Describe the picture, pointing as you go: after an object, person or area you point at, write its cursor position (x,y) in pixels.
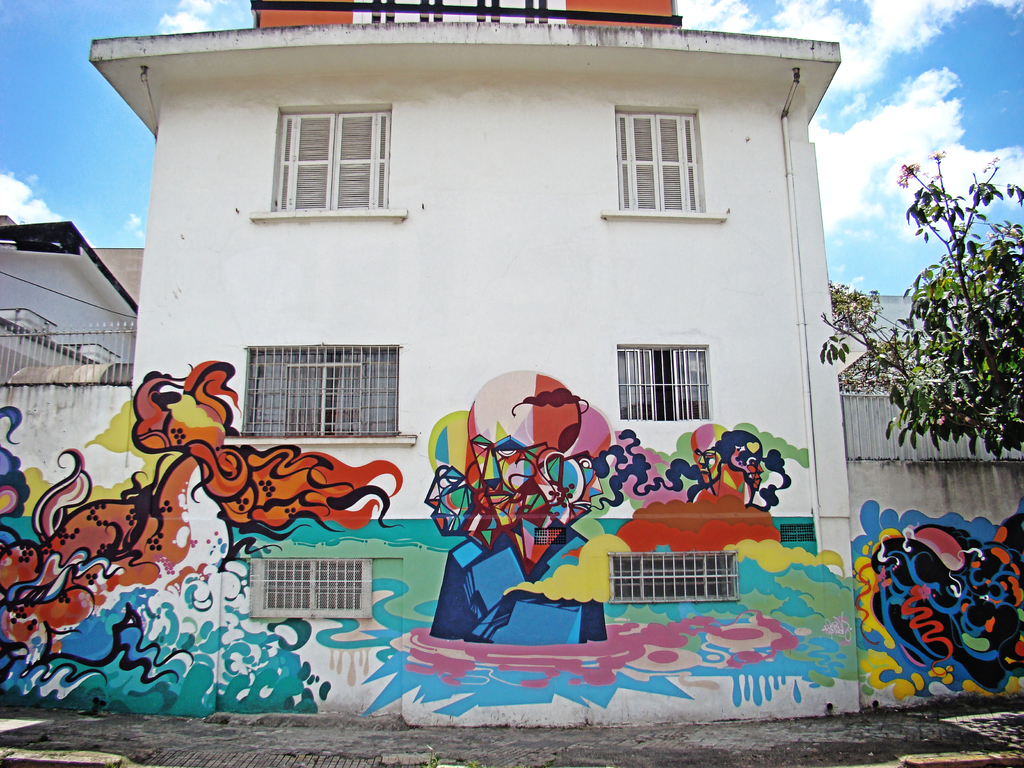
In this image we can see few buildings (411,374). On the buildings (320,538) we can see paintings (481,613) and windows (619,373). At the top (1010,91) we can see the sky (63,64). On the right side (925,403), we can see a tree (968,401).
